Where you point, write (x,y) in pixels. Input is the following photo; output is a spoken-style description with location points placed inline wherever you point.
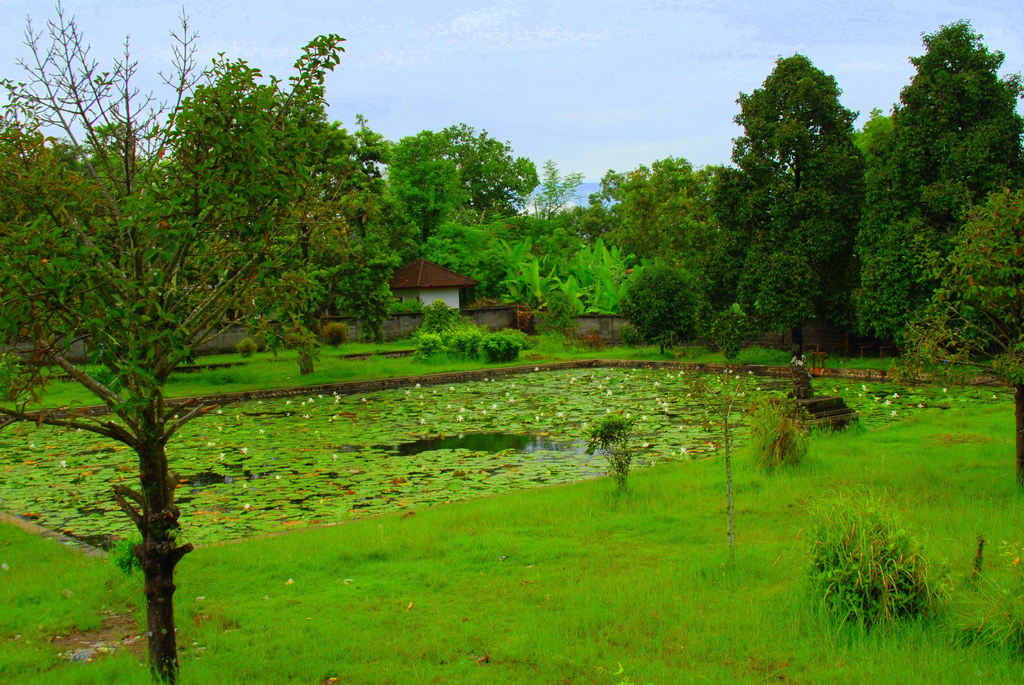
In this image there are trees (245,266) and we can see sheds (408,282). In the center (588,435) we can see a pond (428,478). At the bottom (385,598) there is grass (641,586) and we can see plants (818,534). In the background (595,71) there is sky (624,101).
